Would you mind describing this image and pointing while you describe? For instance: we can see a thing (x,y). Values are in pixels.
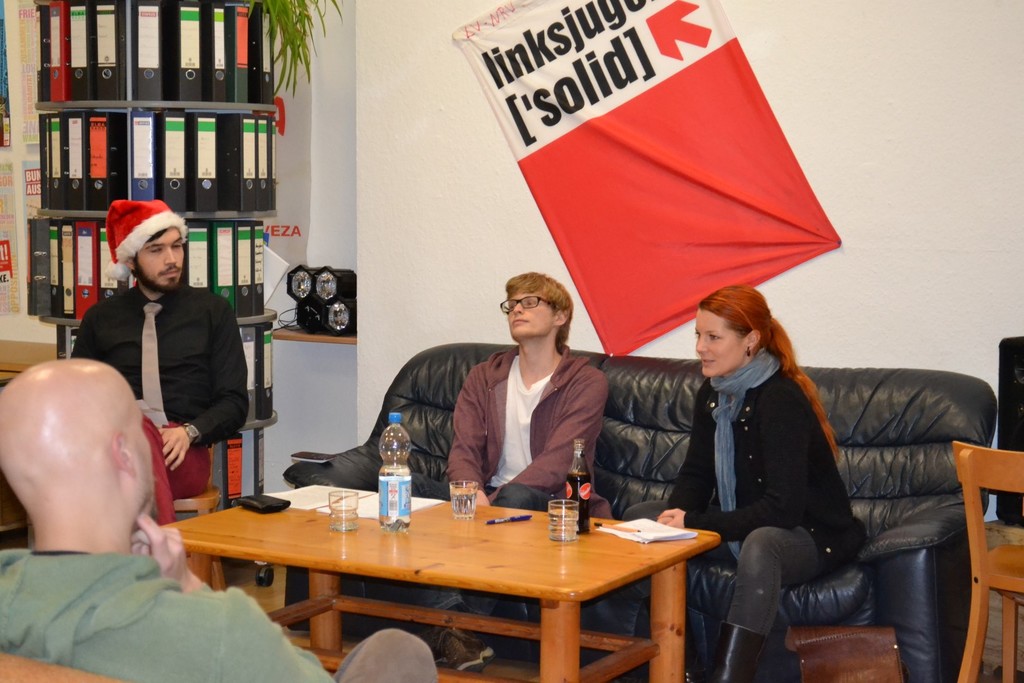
In this image i can see three men (39,565) and a woman (842,505) sitting there are two bottles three glasses (469,484) on a table (476,537) at the back ground (435,304) i can see a banner (587,193), a wall (445,143) few book (194,97) on shelf (182,105) and a small plant (280,30).
